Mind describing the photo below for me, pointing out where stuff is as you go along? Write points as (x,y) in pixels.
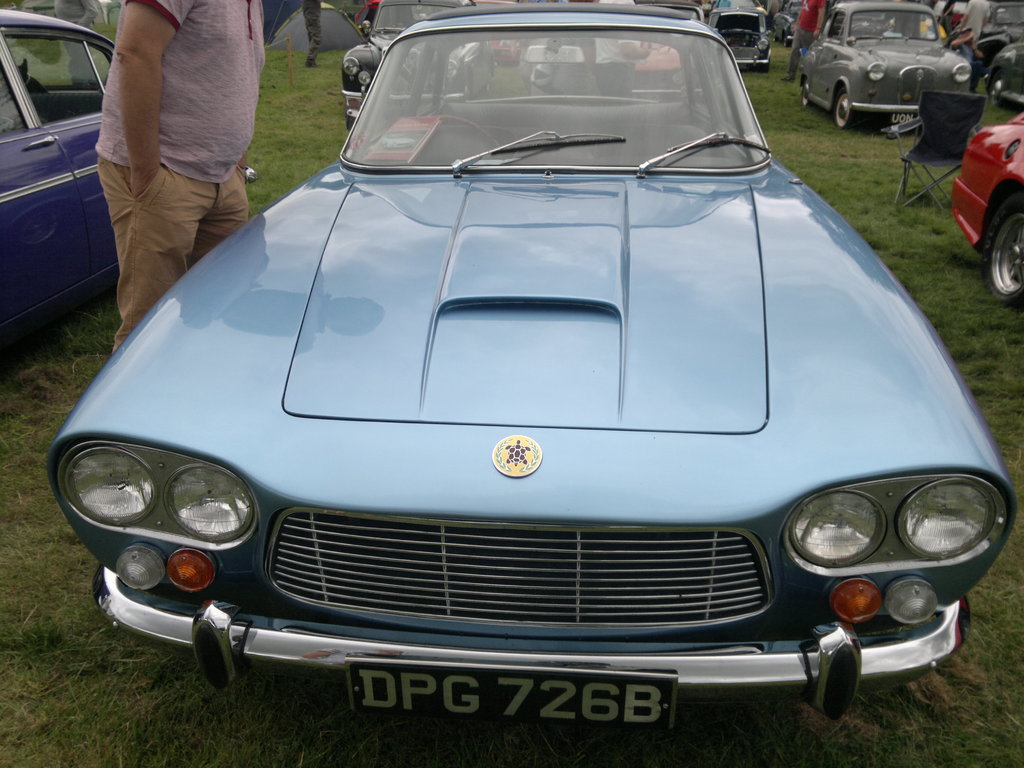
There are vehicles (41,69) and persons (187,190) on a ground (1023,359). On this ground (53,534), there is grass (889,208).
